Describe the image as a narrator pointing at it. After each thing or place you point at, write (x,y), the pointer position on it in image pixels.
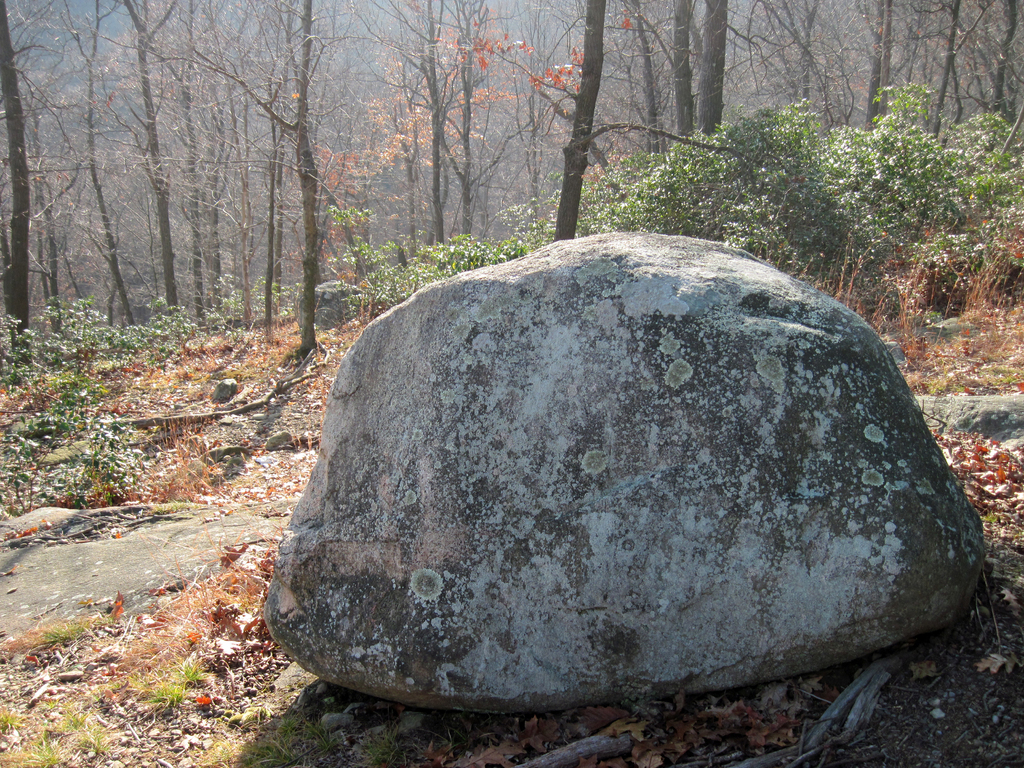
In this image, in the middle (580,372), we can see a stone (822,475). In the background (416,180), we can see some trees (621,142), plants (696,149). At the bottom (133,561), we can see a land (186,433) with some stones (127,565), grass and leaves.
